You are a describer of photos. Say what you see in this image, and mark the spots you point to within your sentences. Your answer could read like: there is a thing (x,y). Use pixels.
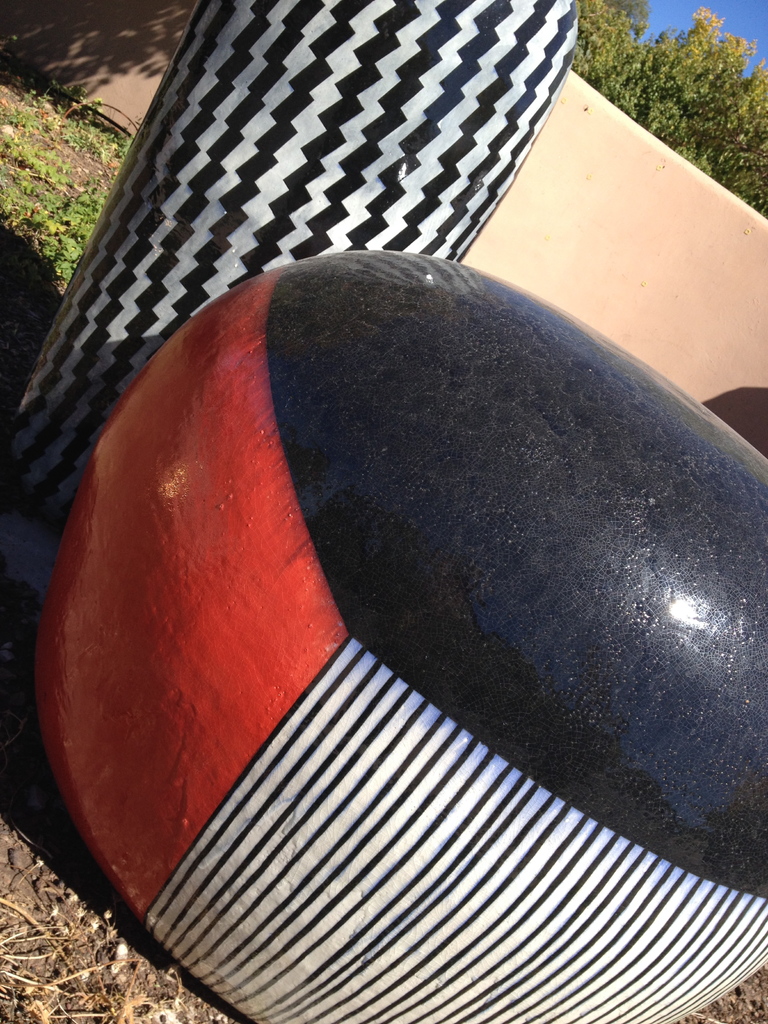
In this image we can see objects (309,244) in black, white and red color. Background (724,89) there is a wall (748,246) and trees (684,79).
